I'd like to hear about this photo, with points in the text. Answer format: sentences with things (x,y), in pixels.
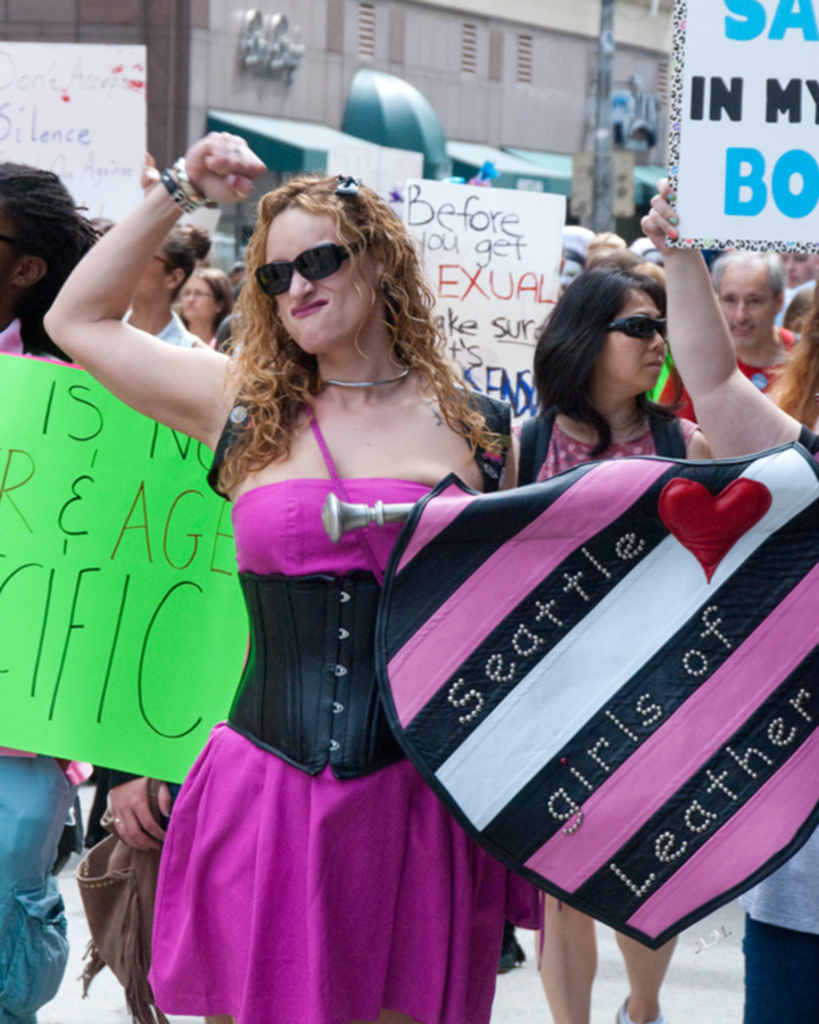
In this image in the front (367,551) there is woman (335,696) standing. In the background (235,296) there are group of persons (208,287) standing and holding banners (505,285) with some text (505,285) written on it and there is a building (348,64) and in front of the building (486,124) there are tents (333,132) which are green in colour and there is a pole (608,128).
